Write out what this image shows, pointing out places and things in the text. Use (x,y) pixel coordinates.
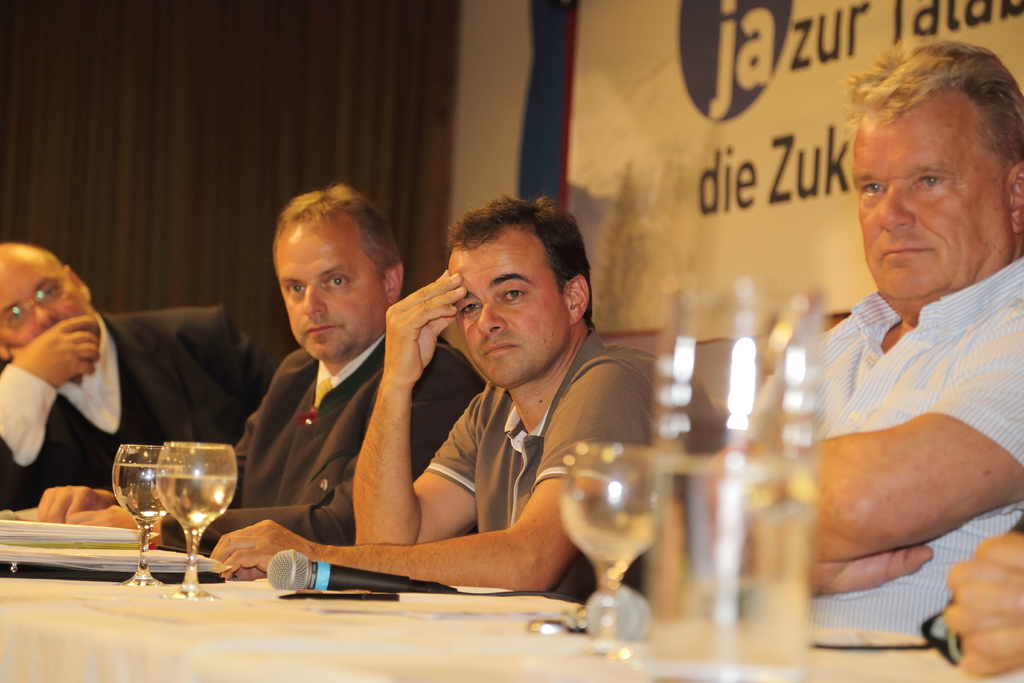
There are few men (428,566) sitting on the chairs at the table (132,654) and on the table (165,586) we can see papers (23,560), mic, glasses (624,654) with water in it and in the background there is a curtain (225,187) and hoarding (600,189) on the wall (486,9).
